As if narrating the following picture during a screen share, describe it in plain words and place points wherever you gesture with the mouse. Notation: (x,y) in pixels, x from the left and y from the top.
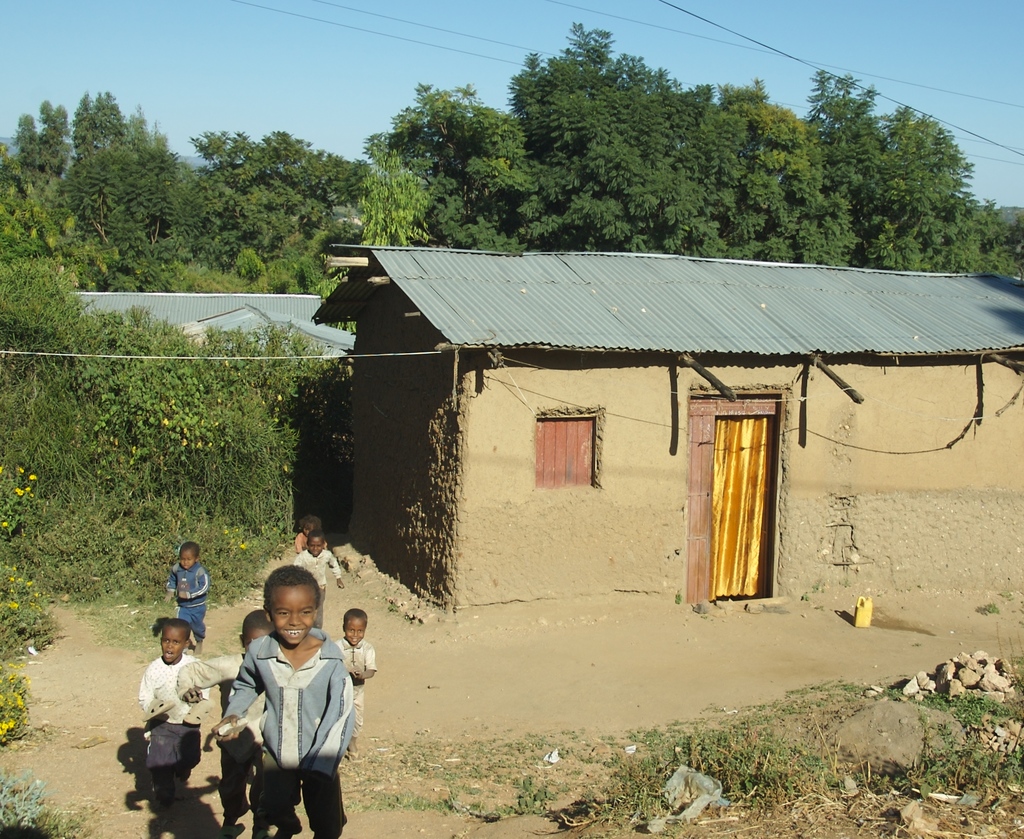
There are children (280,654). There is a hut (720,435) which has a roof (503,325), window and a door (728,440) which has a yellow curtains (721,484). There are trees (831,152) and wires (572,8) on the top (920,180).
